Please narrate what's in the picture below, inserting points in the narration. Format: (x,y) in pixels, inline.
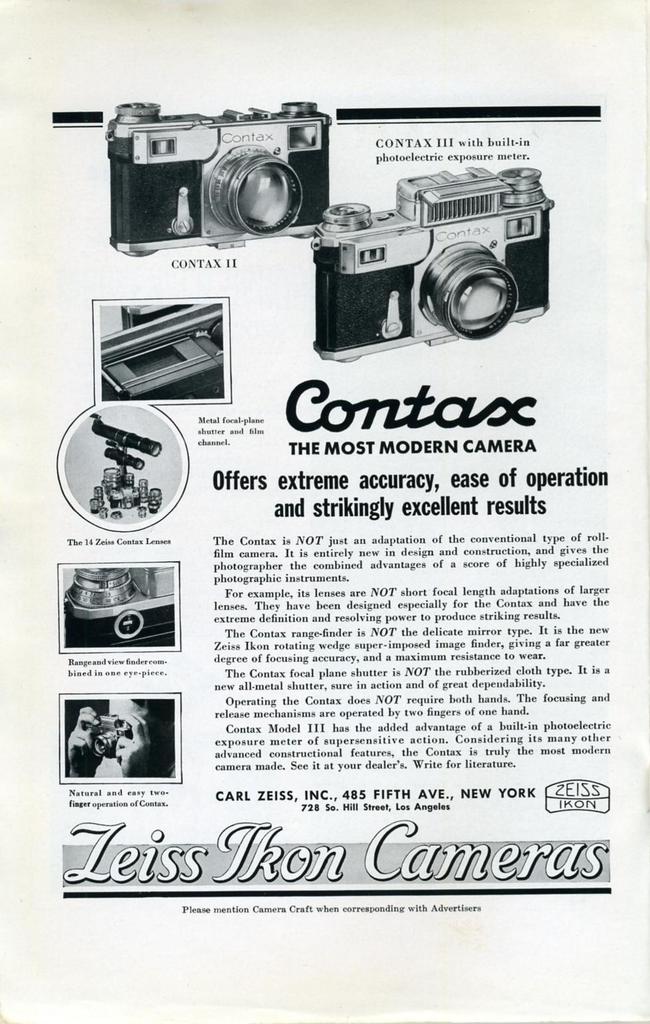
This is a paper (206,464) and here we can see some text (317,631) and cameras (222,143) and some other objects (149,445).
